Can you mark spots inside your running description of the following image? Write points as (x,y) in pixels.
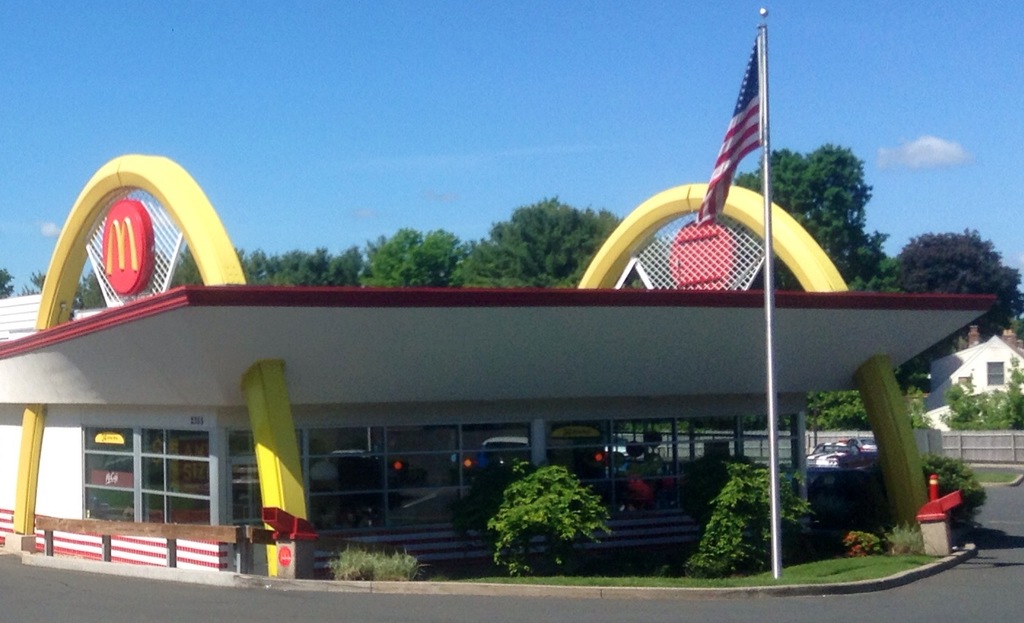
In this image, we can see there is a road (1001,522). Beside this road (171,597), there is a flag (745,139) attached to the pole (768,288), there is a building (699,371), there are plants (747,499) and grass (828,558) on the ground (789,560) and there are vehicles (876,464) on the road (994,495). In the background (997,189), there are trees (993,400), buildings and plants (915,397) on the ground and there are clouds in the sky (620,101).
